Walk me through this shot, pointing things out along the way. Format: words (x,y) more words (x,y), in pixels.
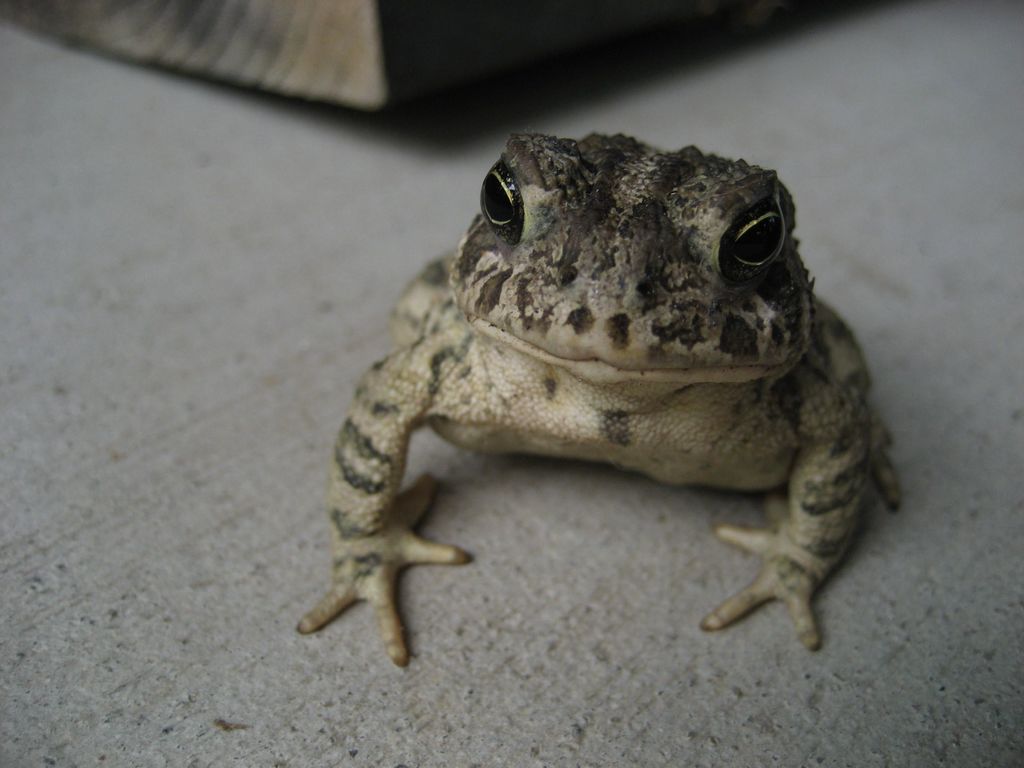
In this image, we can see a frog (614,381) on the surface (683,669). Top of the image (241,39), there is a blur view. Here we can see some object (317,21).
